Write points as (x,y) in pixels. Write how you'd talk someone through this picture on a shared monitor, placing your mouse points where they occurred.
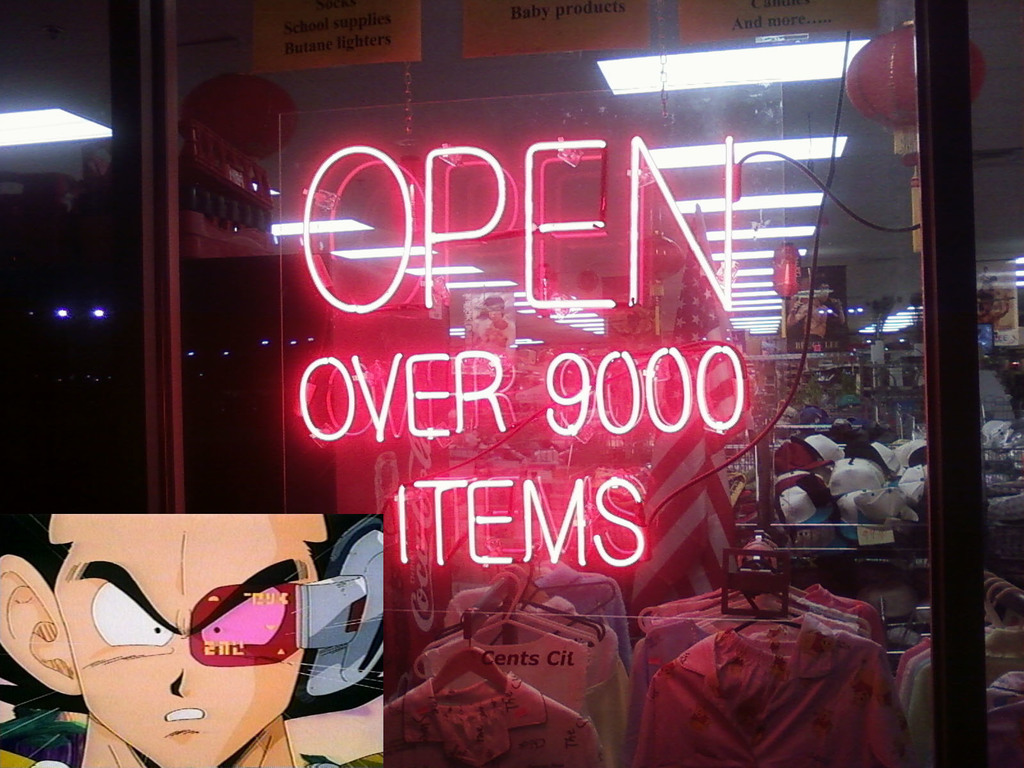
In this picture I can see something is written in front (630,278) and on the bottom left corner of this picture (263,552) I can see a cartoon character (300,639). In the background (606,634) I can see the lights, caps (837,430), number of clothes (836,598) and other things (906,421) and I see that it is dark on the left side of this image (83,222). On the top of this picture (597,27) I can see the papers (293,33) on which there is something written.
